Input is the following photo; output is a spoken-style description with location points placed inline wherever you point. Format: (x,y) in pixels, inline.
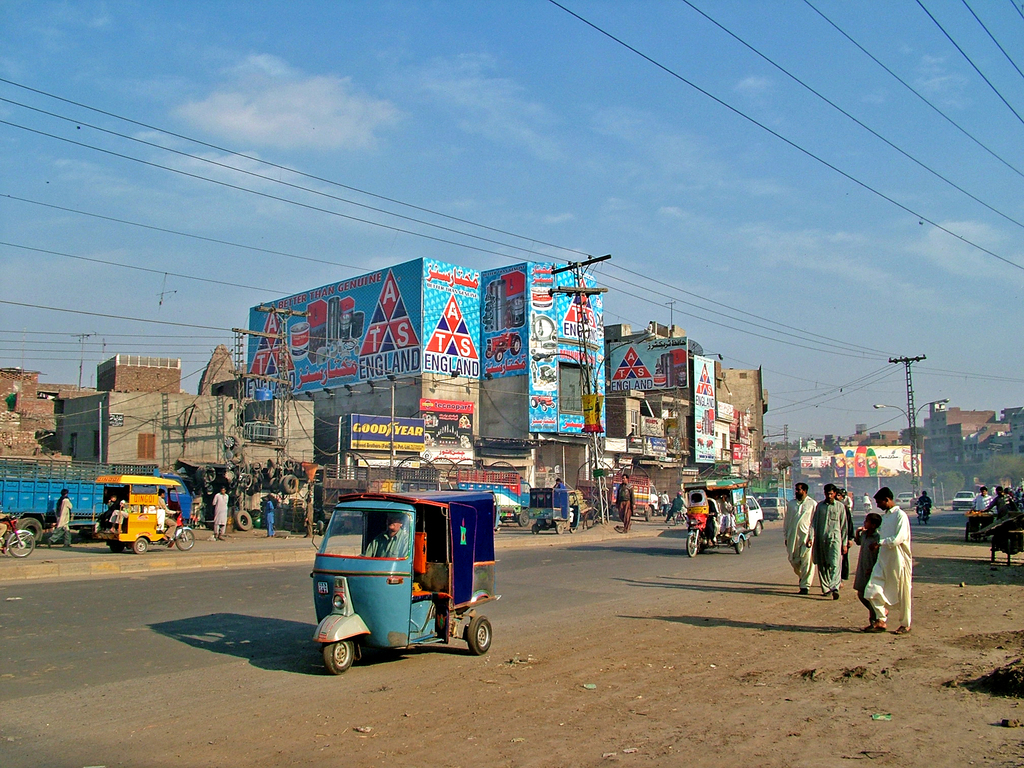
There are people (823,555) and vehicles (689,526) in the foreground area of the image (339,597), there are buildings (495,437), poles (391,426), wires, posters (547,423) and the sky (220,324) in the background (598,326).
